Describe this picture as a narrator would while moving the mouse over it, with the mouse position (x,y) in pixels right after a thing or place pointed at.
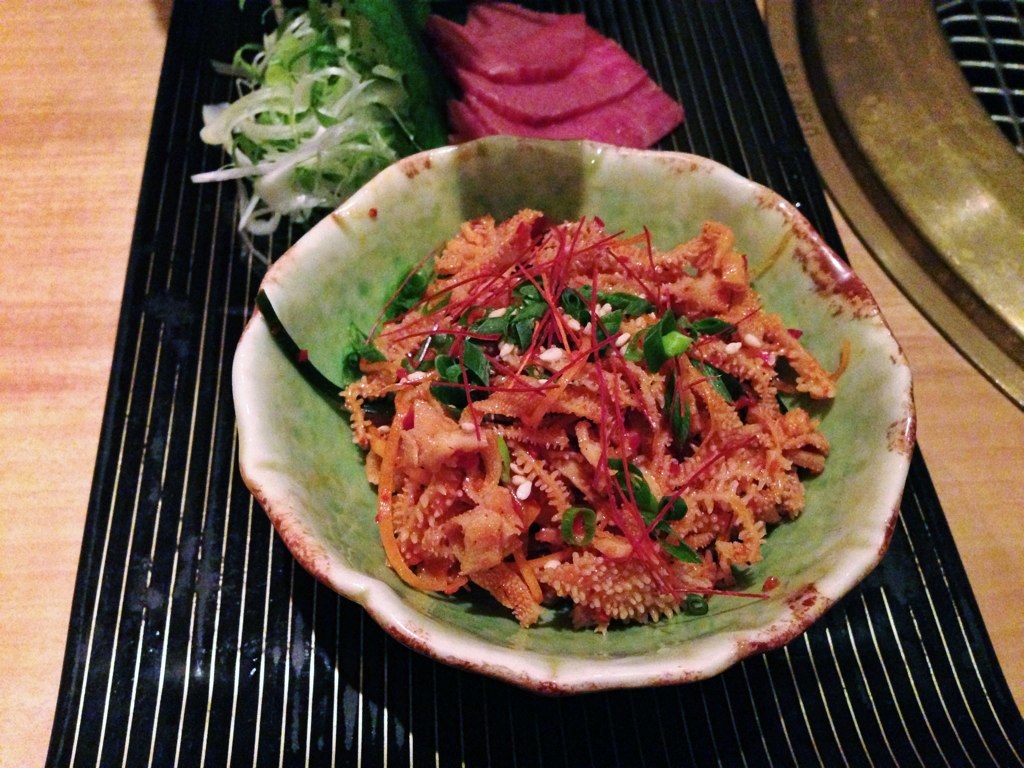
In this image there is a wooden table (1003,556). In the center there is a placemat (253,584). On the placemat (244,240) there are meat slices (486,50), vegetables (309,147) and a bowl (388,590). There is food (537,384) in the bowl (316,488).
